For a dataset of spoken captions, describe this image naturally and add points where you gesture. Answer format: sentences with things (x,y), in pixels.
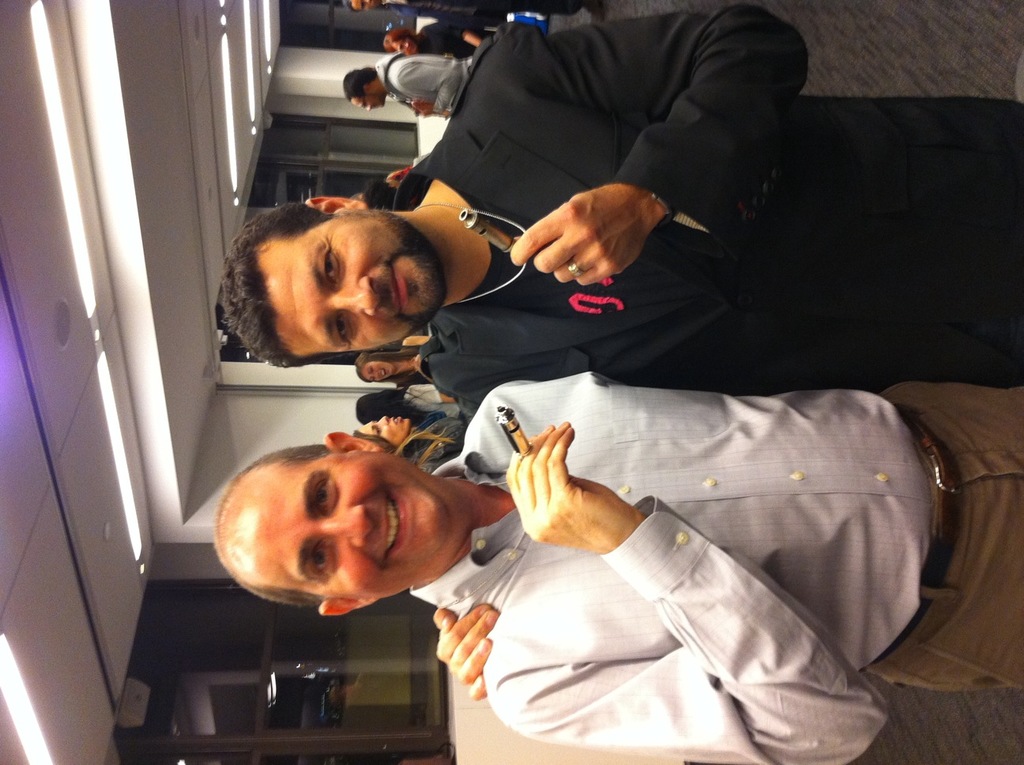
In this image I can see the some people (564,308). I can see the lights (250,94).
